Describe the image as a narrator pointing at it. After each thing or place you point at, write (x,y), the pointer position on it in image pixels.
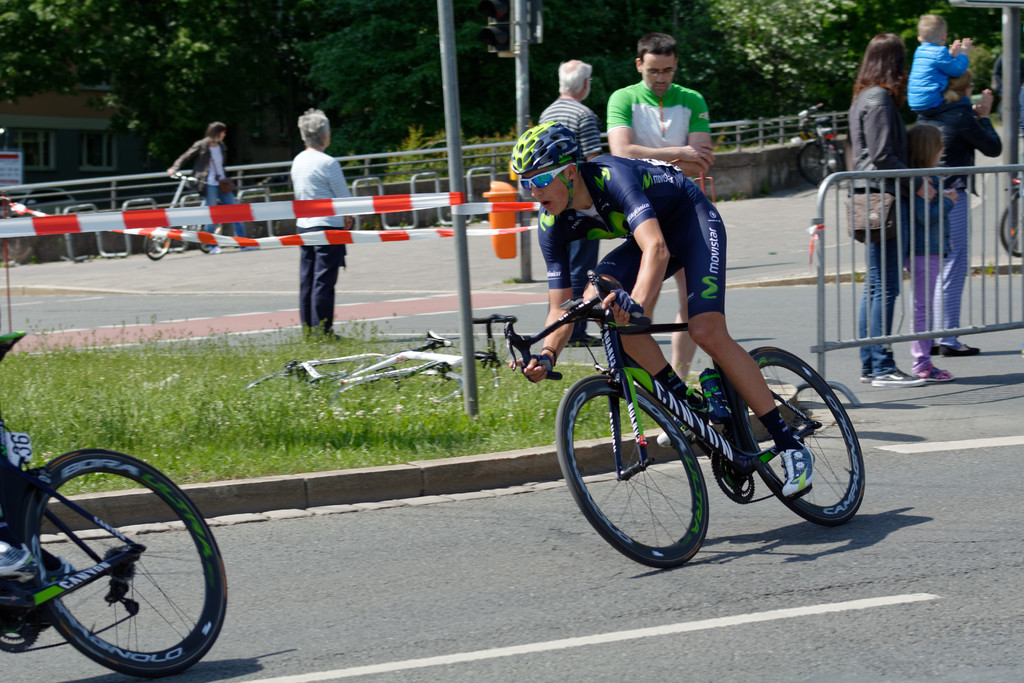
In this picture there is a boy (611,172) who is cycling on the right side of the image (701,199) and there is another bicycle (29,534) on the left side of the image (9,599) and there is grassland (340,411) in the center of the image (348,423), there are people (580,110), boundaries (431,160), trees (502,101), and a house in the background area of the image (217,72) and there is a boy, by holding a bicycle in his hands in the background area of the image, there is a barrier tape (42,221) in the image.
